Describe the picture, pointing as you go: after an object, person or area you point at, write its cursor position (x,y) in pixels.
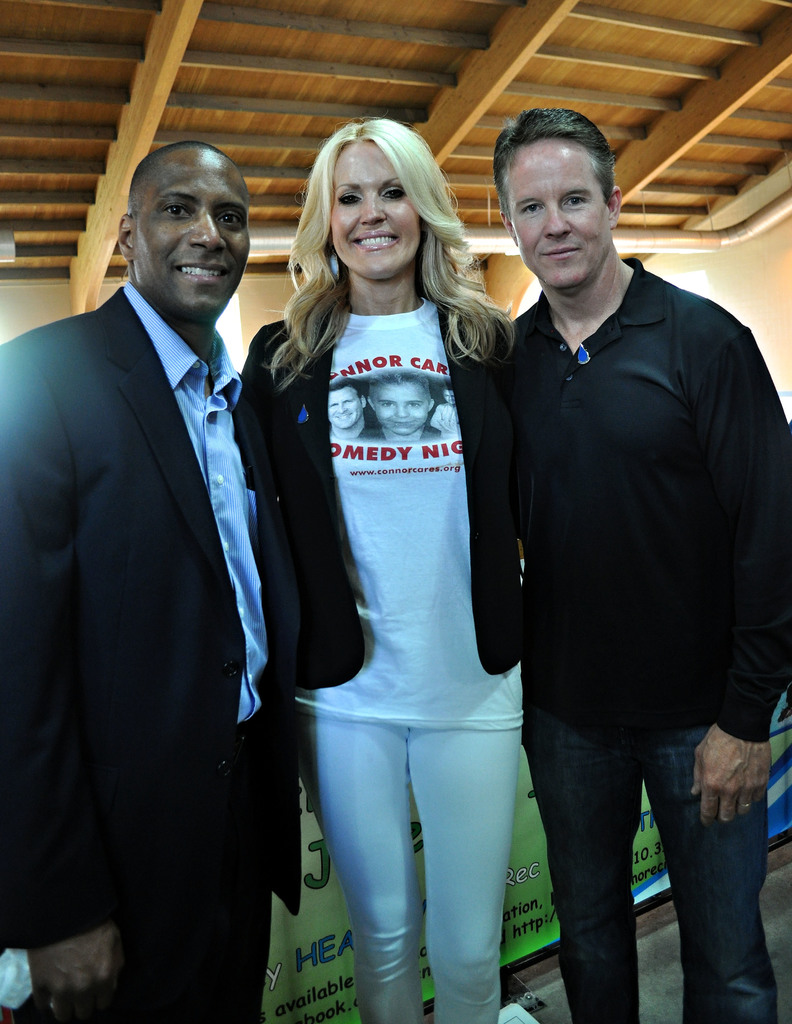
Here we can see three persons (449,357) are posing to a camera and they are smiling. In the background (317,941) we can see a banner (326,1007) and wall (788,272).
